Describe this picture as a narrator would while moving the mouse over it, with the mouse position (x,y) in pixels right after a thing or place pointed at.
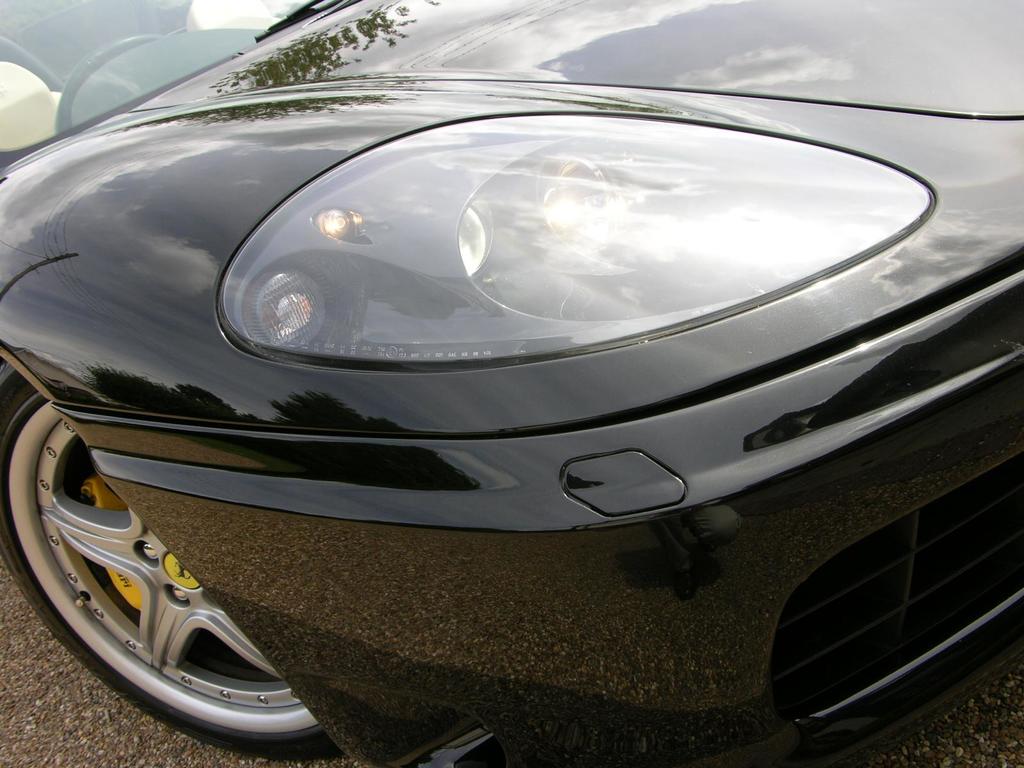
This image is taken outdoors. At the bottom of the image (57,725) there is a road (138,725). In the middle of the image (508,357) a car (420,380) is parked on the road (128,714). The car (243,214) is black in color.
